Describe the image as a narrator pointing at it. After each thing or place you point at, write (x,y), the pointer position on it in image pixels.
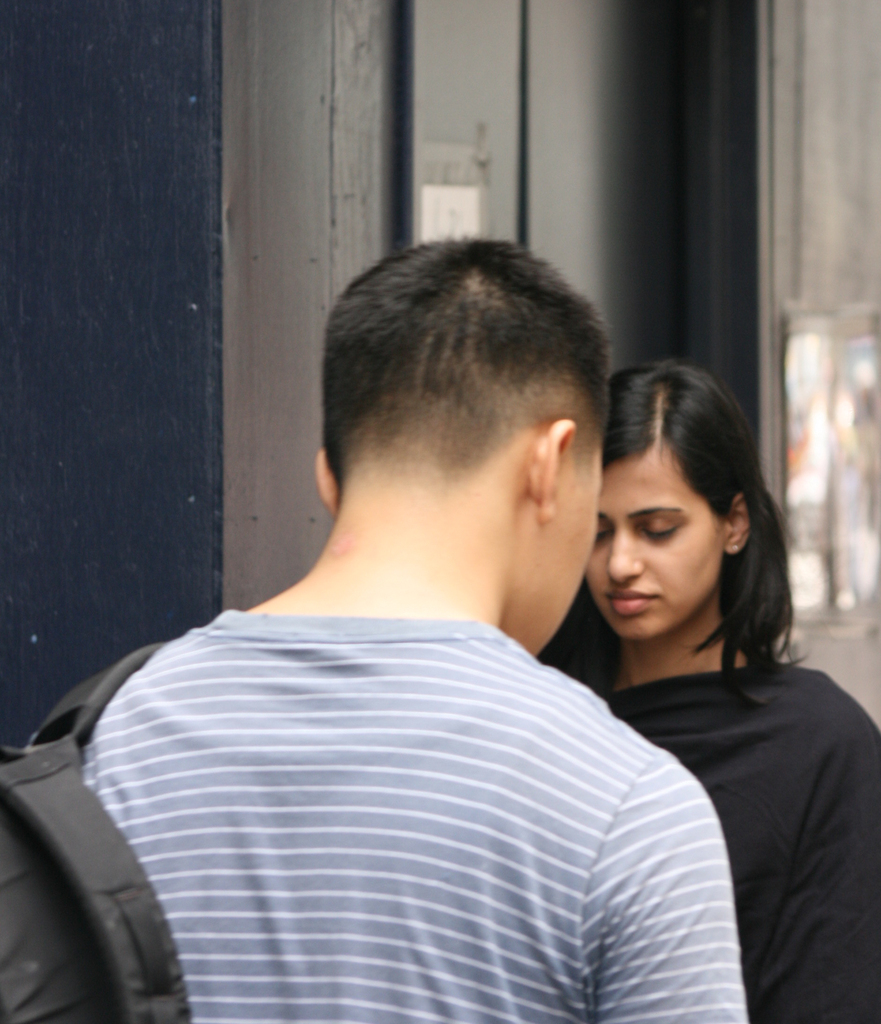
In this picture I can see a boy (225,702) in front (21,949), who is wearing a t-shirt (268,769) and carrying bag (52,839) and in front of him I can see a girl (618,592) who is wearing black color dress (762,740). On the top of this picture (684,29) I can see the black color thing (709,44).
